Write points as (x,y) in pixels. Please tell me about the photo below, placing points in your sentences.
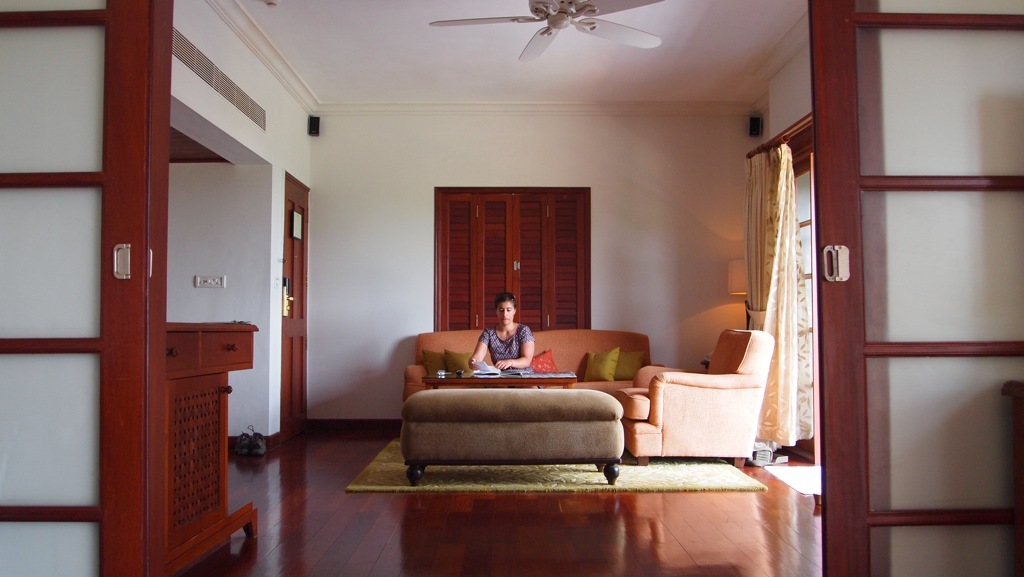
This picture was taken in a house (329,414). This is the entrance (123,323) for the room (809,121). The room (809,444) was furnished with sofas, tables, doors (306,205), curtains (789,382) and a mat (732,479) covering the floor (727,498). A woman (500,355) is sitting on a sofa (555,336) and doing a work. There is a window (499,249) behind her and it is red in color. To the left (306,291) there is a door (308,238) and to the right (754,239) there is a window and a curtain (777,410). In the top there is a fan (643,37).
